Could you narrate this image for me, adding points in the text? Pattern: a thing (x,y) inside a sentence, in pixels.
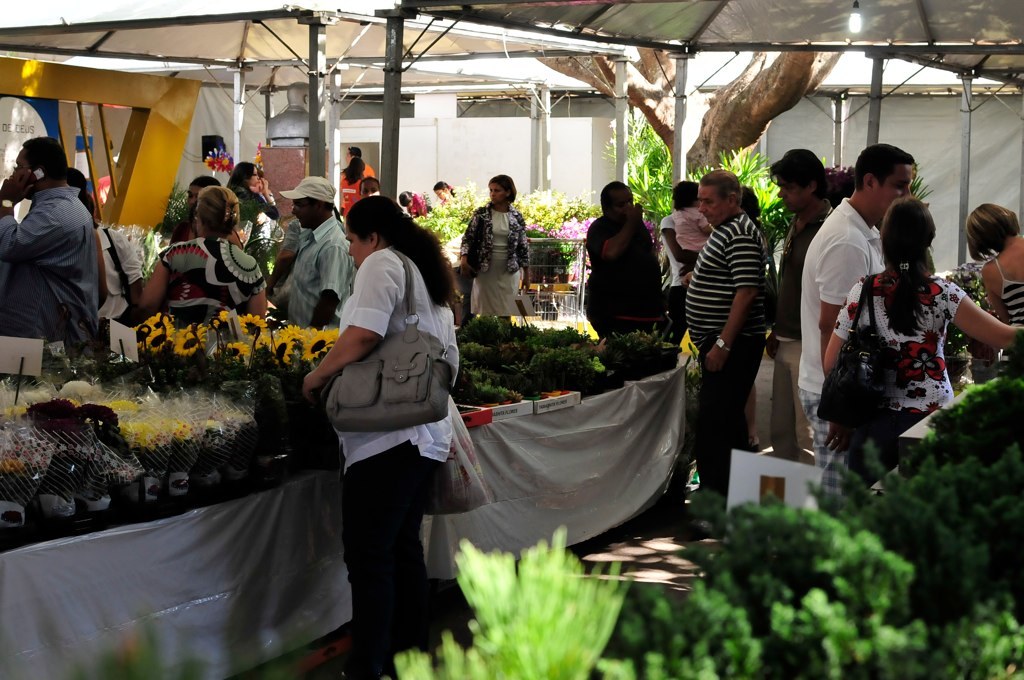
In this image we can see people (786,298) standing on the floor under the sheds (638,23) and tables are placed in front of them. On the tables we can see different kinds of plants (491,381) and flower bouquets (234,407).
